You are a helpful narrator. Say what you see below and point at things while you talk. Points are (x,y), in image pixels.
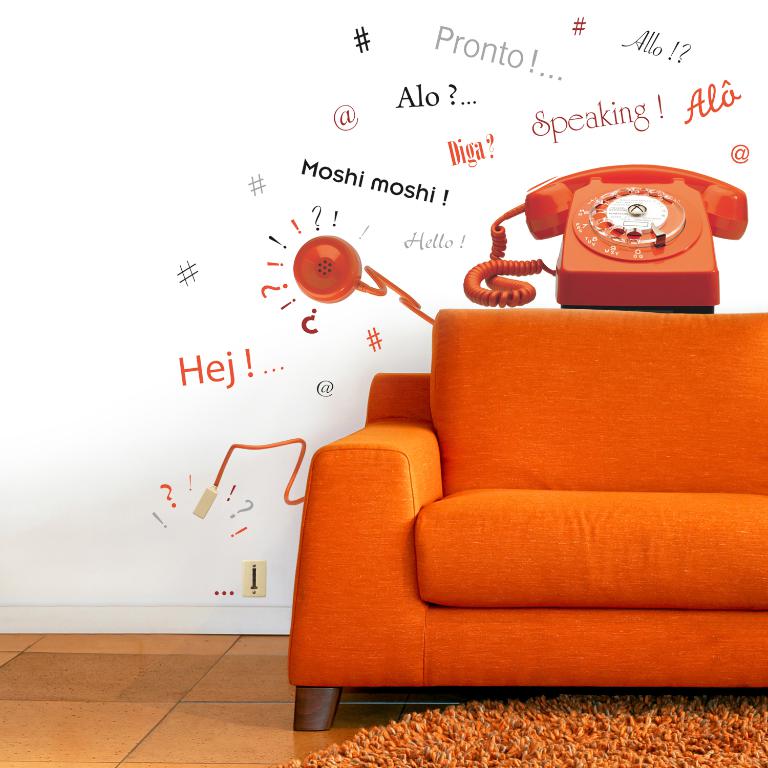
in the image there is a orange sofa (483,496) on it there is a phone (580,274). There is an orange carpet (570,736) on the floor (339,735). The wall (85,429) is white in color. In the wall (234,352) there are many text (487,137).
